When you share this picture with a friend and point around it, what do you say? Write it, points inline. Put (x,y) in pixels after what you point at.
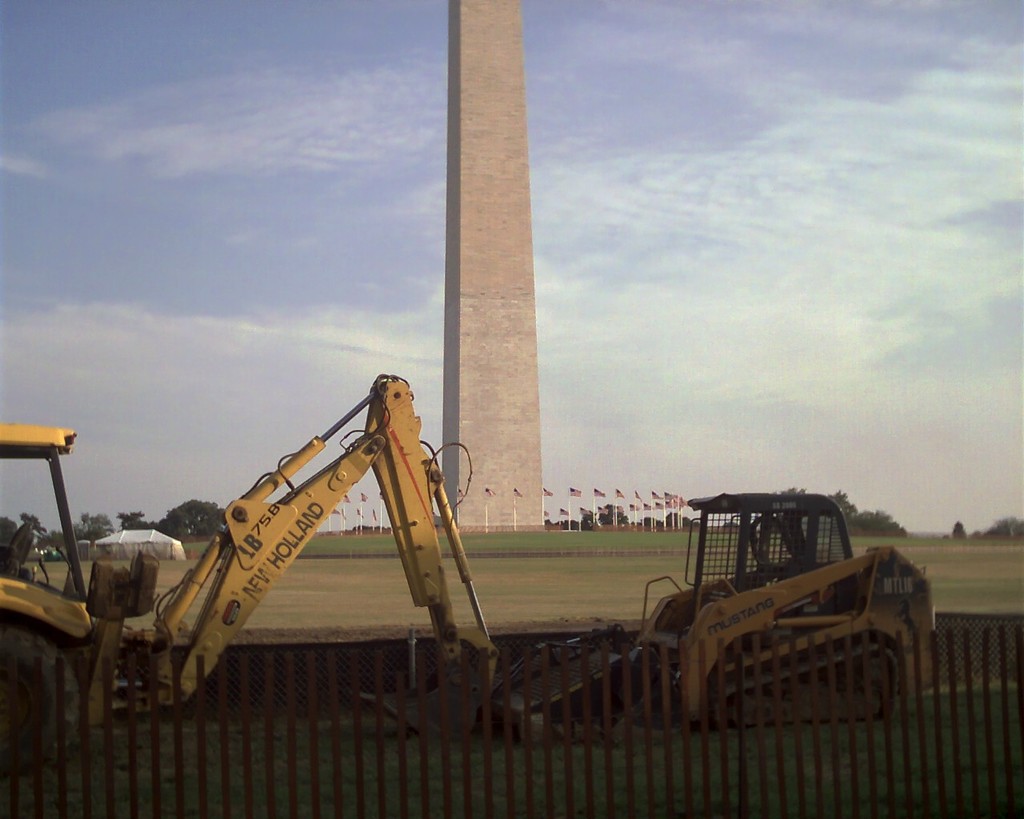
This is an outside view. At the bottom (650,796) there is a fencing (358,764) and two bulldozers (78,621) on the ground (418,744). In the background (504,168) there is a tower (514,463), few flags (653,495) and trees (201,514). At the top of the image (264,177) I can see the sky (196,271) and clouds (315,160).
